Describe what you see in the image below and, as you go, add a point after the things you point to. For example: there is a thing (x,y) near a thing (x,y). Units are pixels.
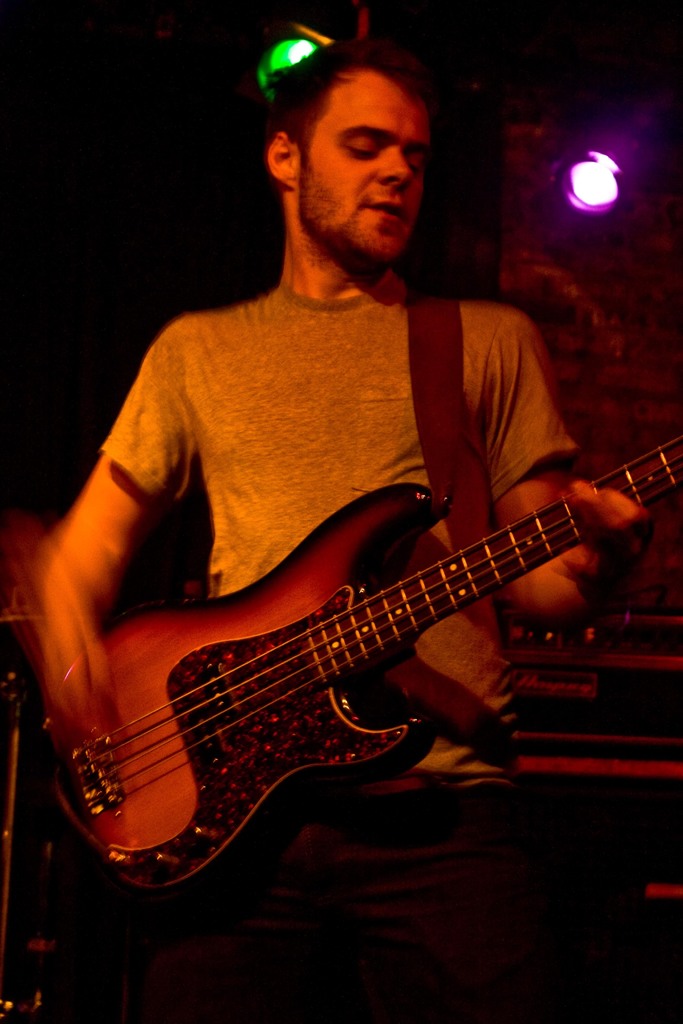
As we can see in the image there is a man (330,139) standing and holding guitar (280,690) in his hand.
